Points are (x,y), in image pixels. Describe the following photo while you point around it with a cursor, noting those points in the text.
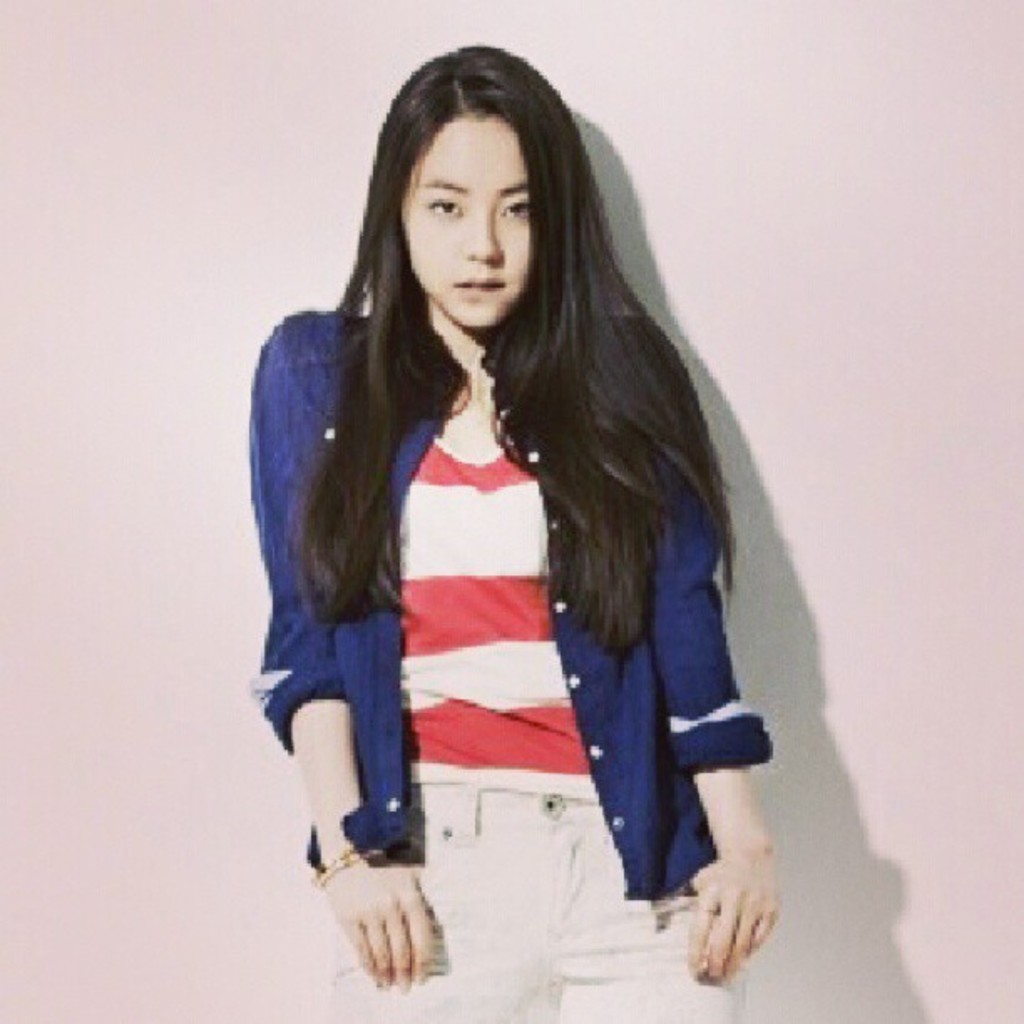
In this image we can see a woman (474,687) wearing blue shirt (263,672) is standing here. The background of the image (231,885) is in white color.
